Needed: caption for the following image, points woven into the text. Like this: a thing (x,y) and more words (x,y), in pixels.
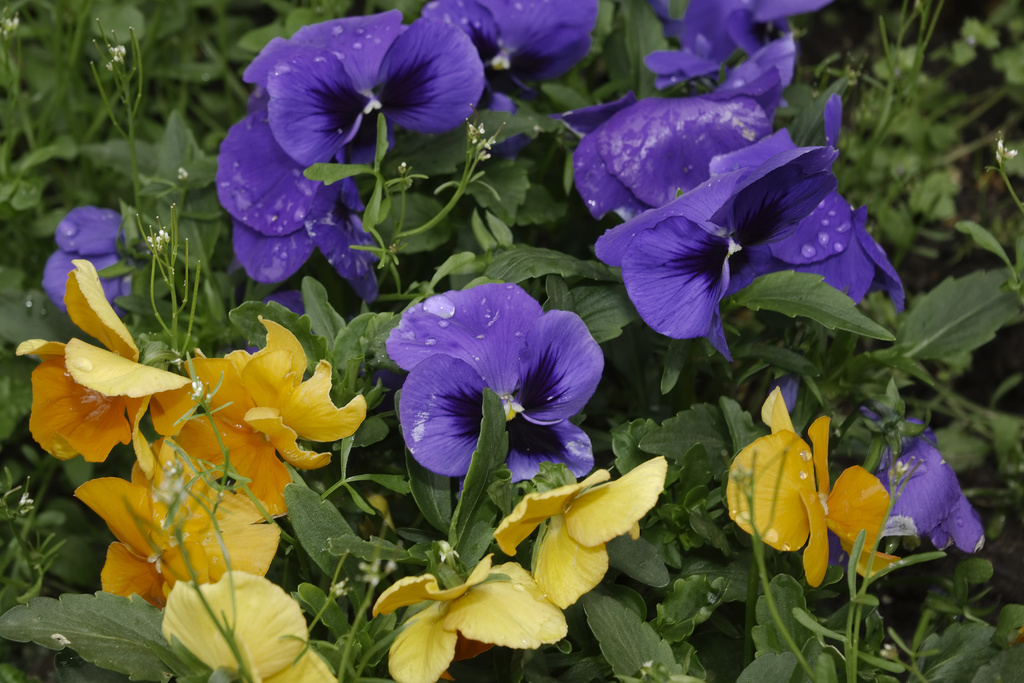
There are some purple and yellow flowers (568,365) in the image. These are leaves (681,598) of the plants (194,232).
